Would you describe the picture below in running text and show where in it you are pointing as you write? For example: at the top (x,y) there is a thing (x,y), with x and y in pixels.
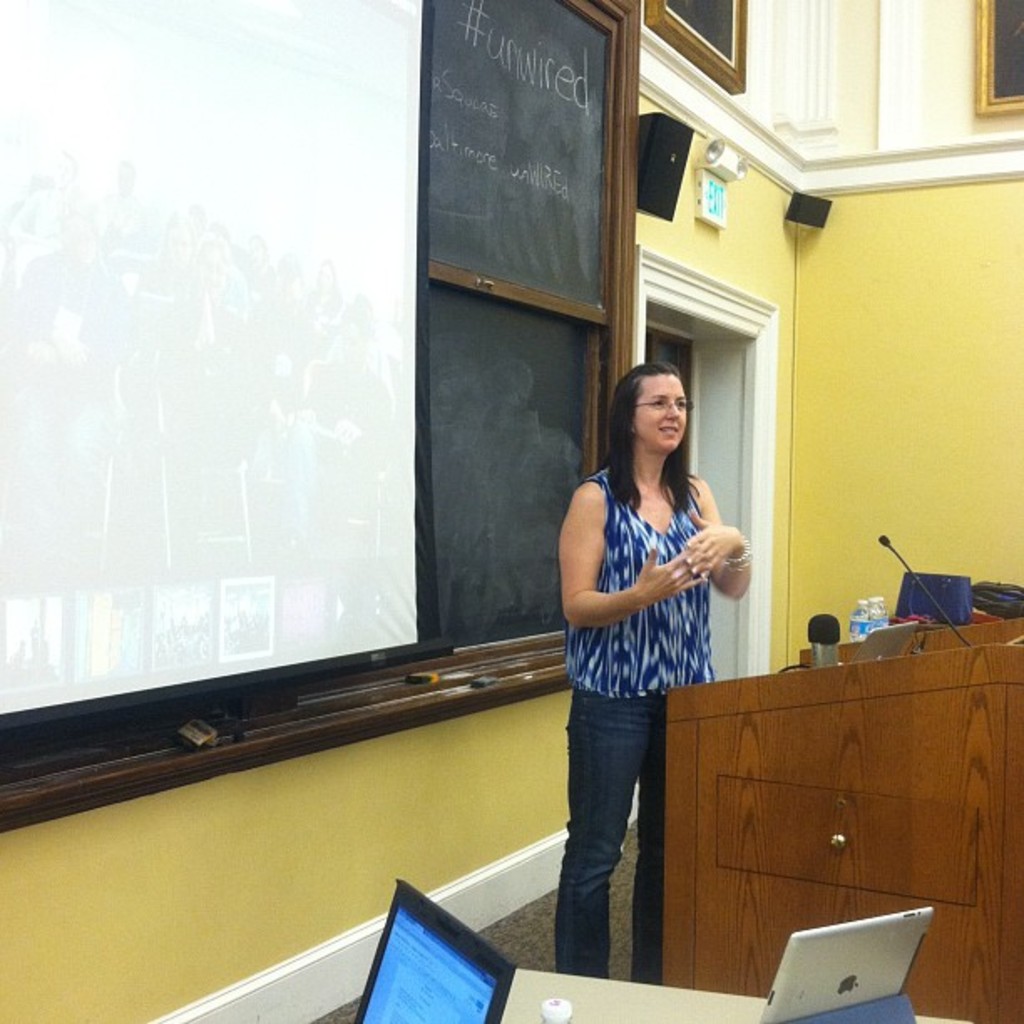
This picture might be taken in a classroom (722,665), in this picture in the center (659,511) there is one woman (625,665) who is standing and she is smiling in front of there are some tables (867,732), mike (954,627), bottles (863,633) and some other objects (982,589). At the bottom (600,1014) there is one laptop (405,1014) and one tablet (795,980) on a table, and on the left side (42,372) there is one board (472,454) on the wall (851,245). At the top of the image (1005,71) there are two pictures (690,44), speaker (665,156) and some objects (704,175) on the wall (866,486).
